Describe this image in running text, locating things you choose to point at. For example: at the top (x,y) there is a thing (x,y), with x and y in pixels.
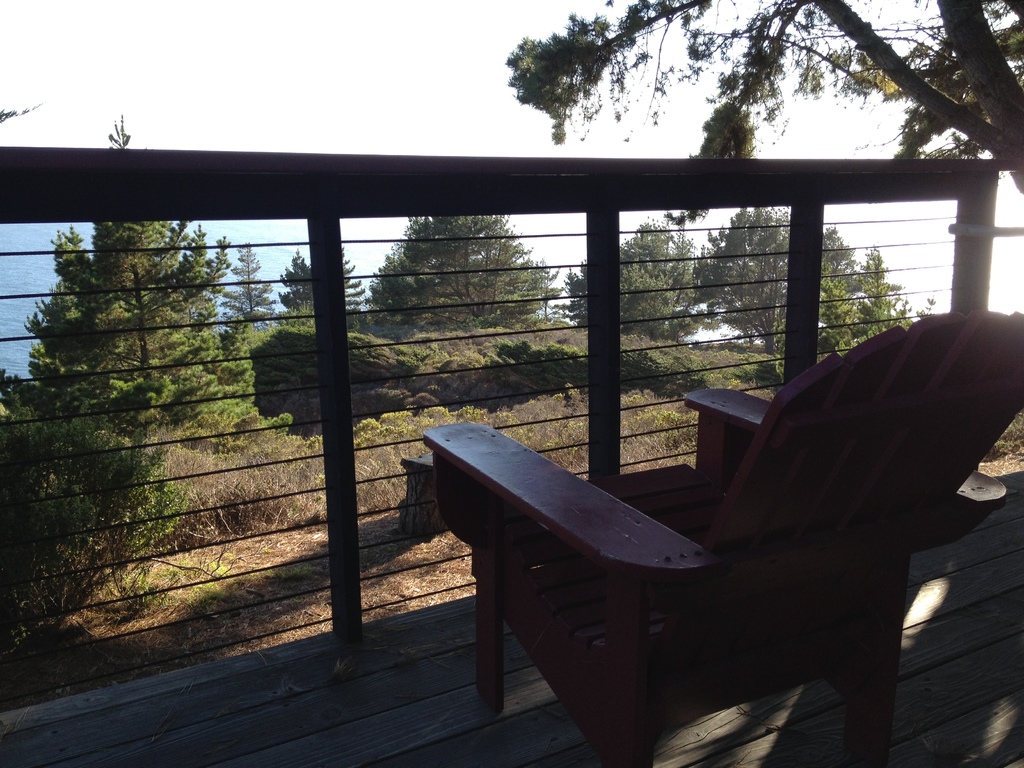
In this picture we can see a chair (857,689) on the wooden platform (504,712) and fence (436,309). We can see trees (220,377), grass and plants (392,415). In the background of the image (400,79) we can see water (31,311) and sky (408,99).
